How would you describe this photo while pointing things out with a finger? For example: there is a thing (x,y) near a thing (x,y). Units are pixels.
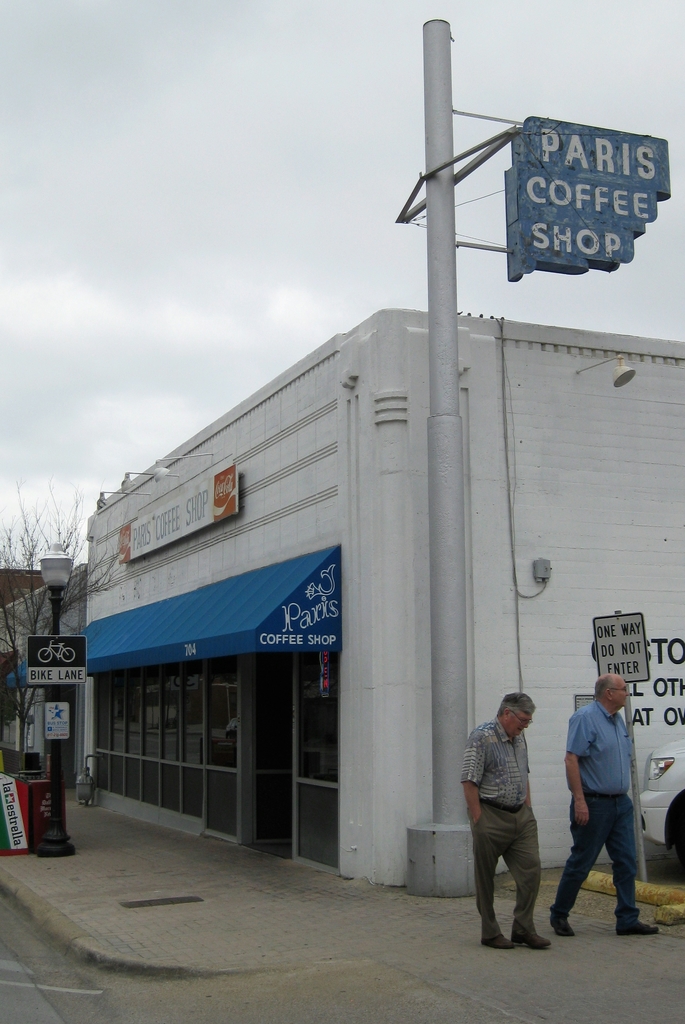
In this picture there are two old man (506,948) walking on the cobble stones (441,912). Behind there is a white color restaurant shop (338,771). In the front (444,306) there is a silver pole (439,213) on which Paris coffee is written. In the background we can see a bike lane board (34,671) and a dry tree (37,542).
